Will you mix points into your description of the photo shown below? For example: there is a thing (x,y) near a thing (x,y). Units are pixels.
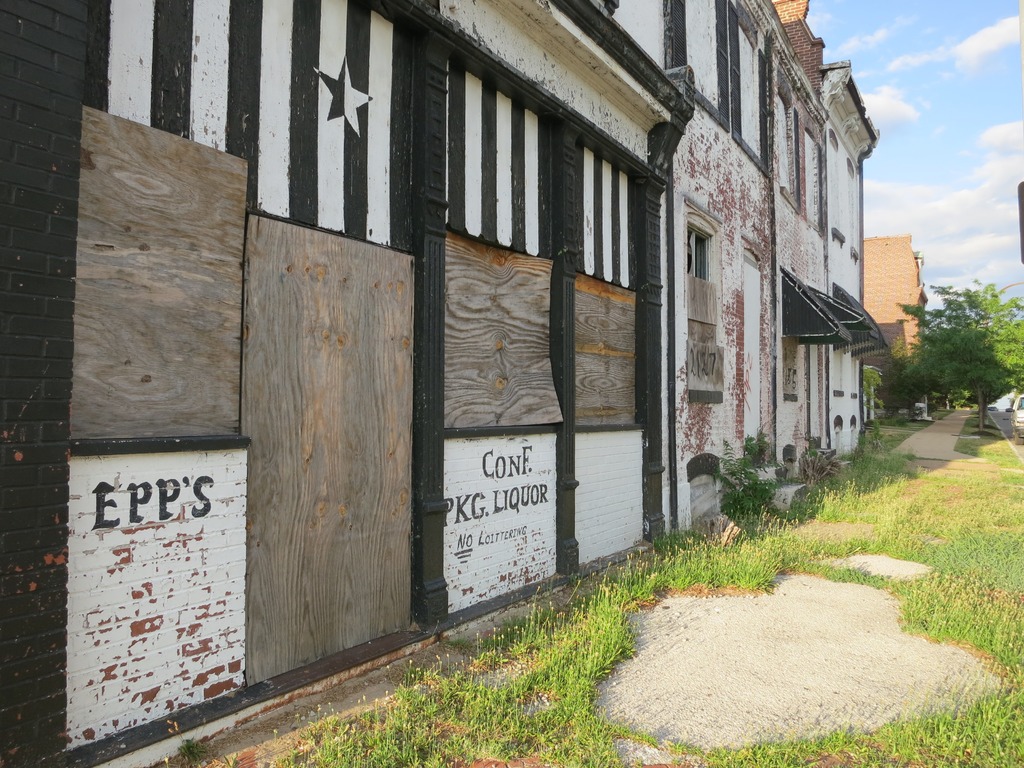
In this image there are buildings (533,278). Right side (1008,420) there is a vehicle (1020,425) on the road (1023,446). There are trees (943,397) and plants (757,508) on the land (973,586) having grass (988,601). Right side (924,451) there is a path (947,427). Right top there is sky (967,110) having clouds (985,216). There is some text (164,516) painted on the wall (380,167) of a building (425,199).
